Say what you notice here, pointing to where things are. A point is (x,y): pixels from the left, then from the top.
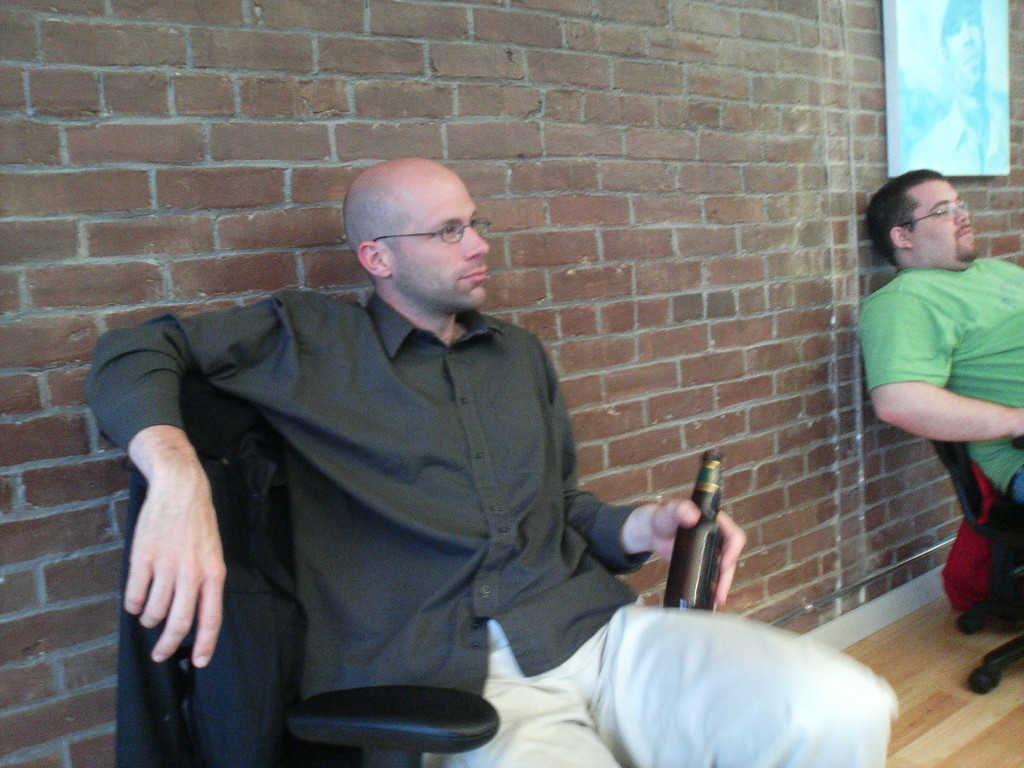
In this image i can see two men (349,515) are sitting on a chair (225,679) and holding a glass bottle (711,573) in his hand (725,537).
